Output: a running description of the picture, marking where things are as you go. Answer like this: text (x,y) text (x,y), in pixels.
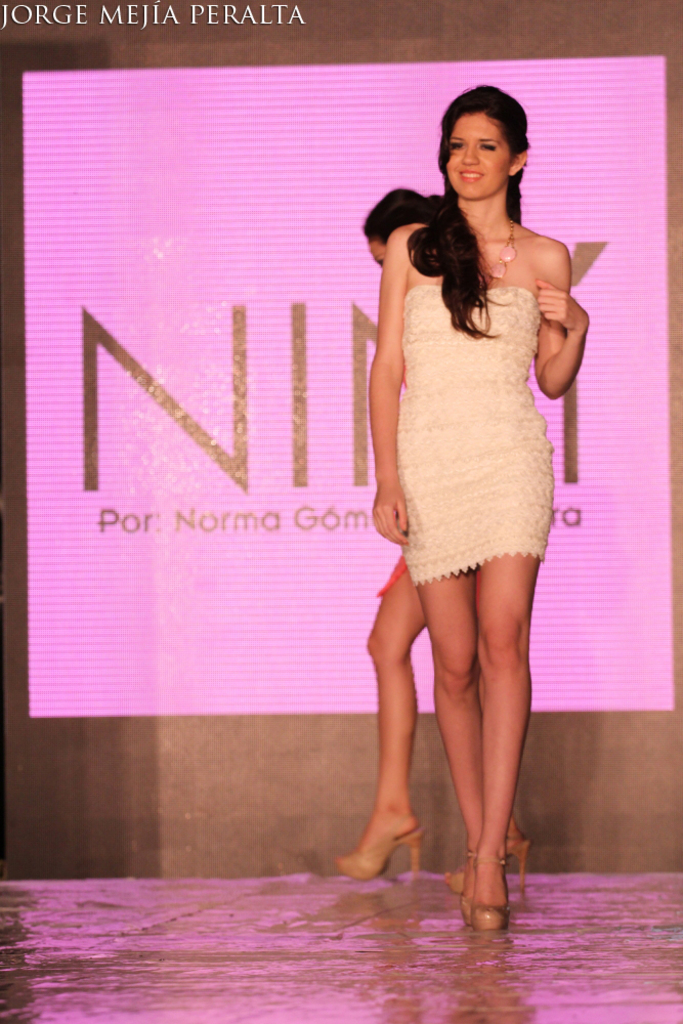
In this image I can see two women (459,487). One woman (468,228) is smiling and they are walking on the floor (290,983). In the background (265,532) there is a screen (204,370) on which I can see some text (301,412).
